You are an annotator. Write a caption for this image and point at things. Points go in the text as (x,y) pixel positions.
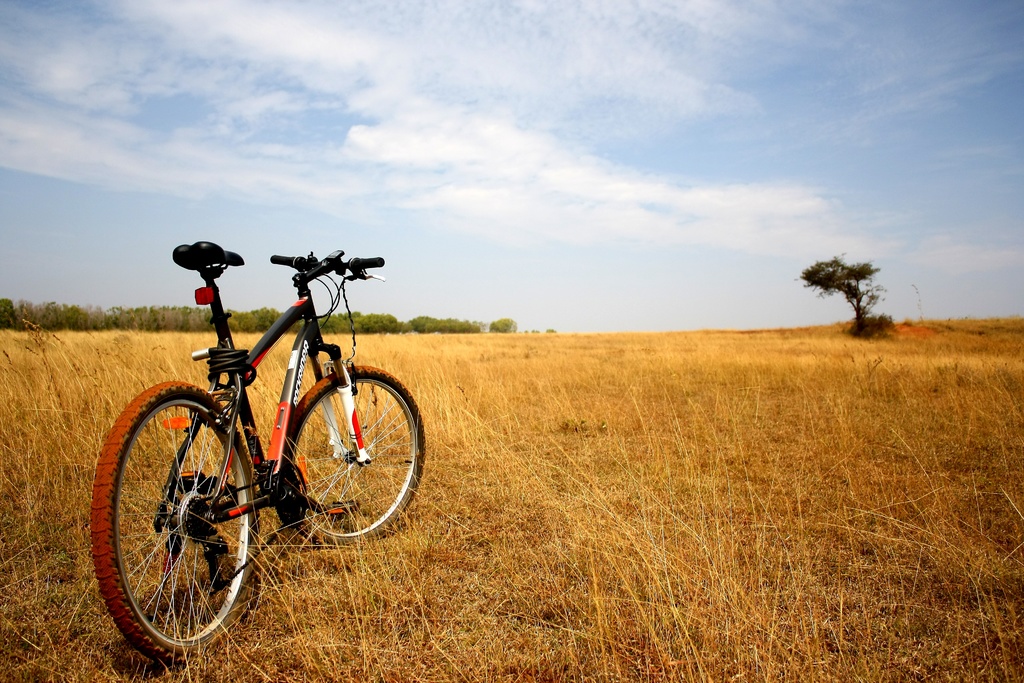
In this picture there is a bicycle (413,467), beside that I can see the grass (519,487). In the background (536,343) I can see many trees (206,322) and farmland (825,328). At the top (464,117) I can see the sky (611,56) and clouds (594,77).
